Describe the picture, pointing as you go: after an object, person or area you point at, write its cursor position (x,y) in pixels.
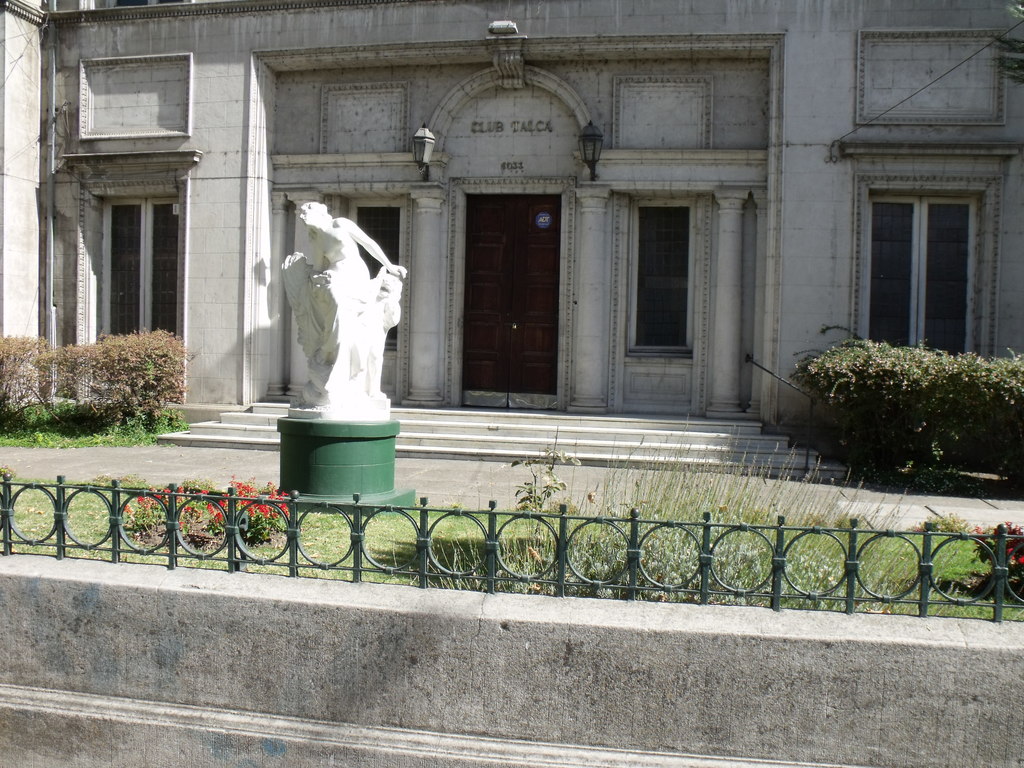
In this image we can see a statue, there is a house (416,253), door (522,237), windows (664,286), there are plants (144,373), flowers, also we can see the wall (45,601), and the railing (937,533).
